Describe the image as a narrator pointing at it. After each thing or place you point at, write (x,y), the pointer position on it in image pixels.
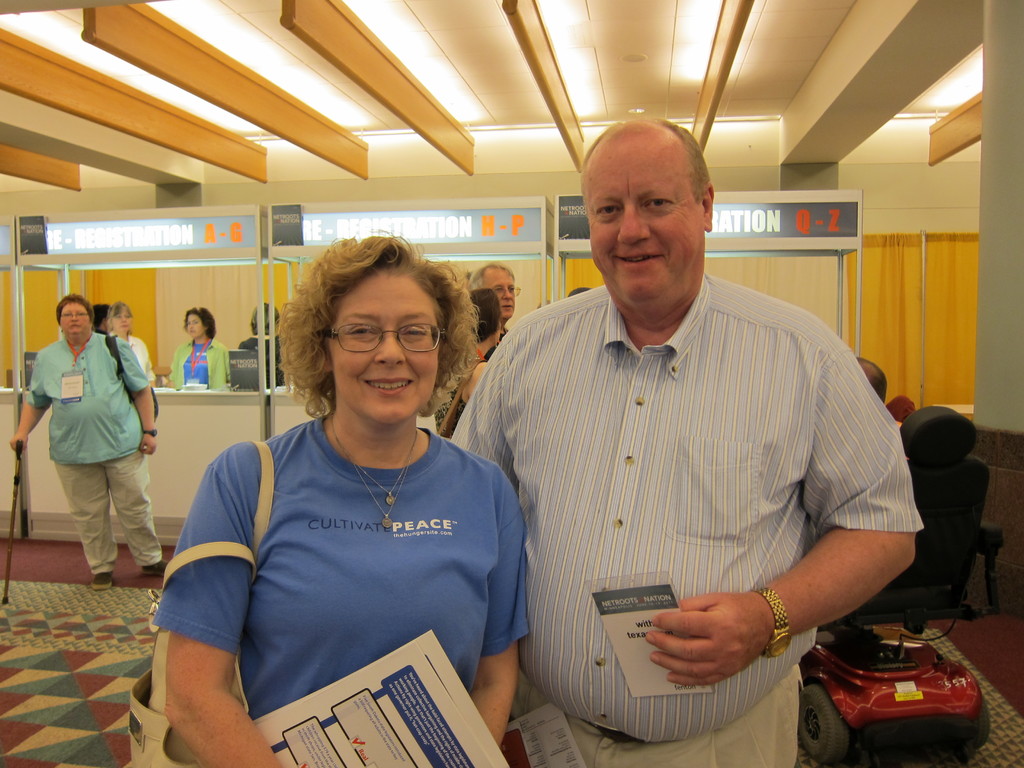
In this image there are people (294,549) standing on a floor (905,767), in the background (927,657) there is a wheelchair (927,647) and a wall (860,158), at the top (841,115) there is a ceiling (447,125) and lights (111,66).
